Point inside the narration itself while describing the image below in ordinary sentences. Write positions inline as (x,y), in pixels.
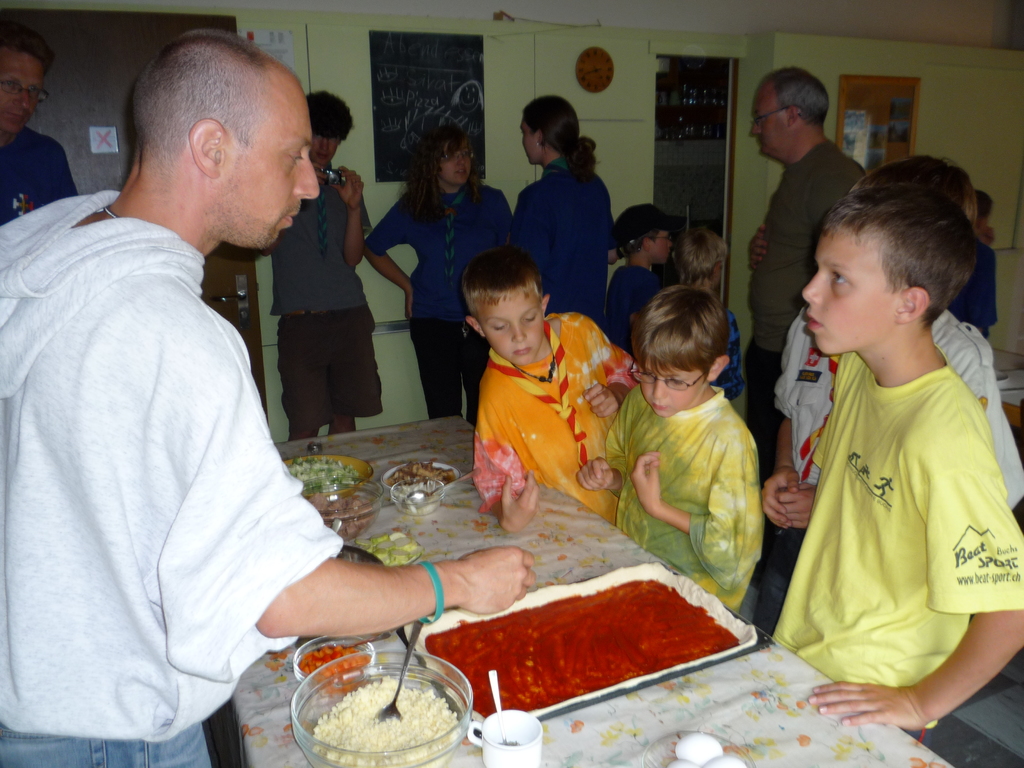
Here we can see few persons (594,358) are standing on the floor (1000,696). This is a table (803,738). On the table (812,753) there is a cloth (696,719), bowls (398,753), cup (489,748), spoons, and food (488,663). In the background (113,62) we can see boards (432,128), door (134,62), and wall (995,76).
